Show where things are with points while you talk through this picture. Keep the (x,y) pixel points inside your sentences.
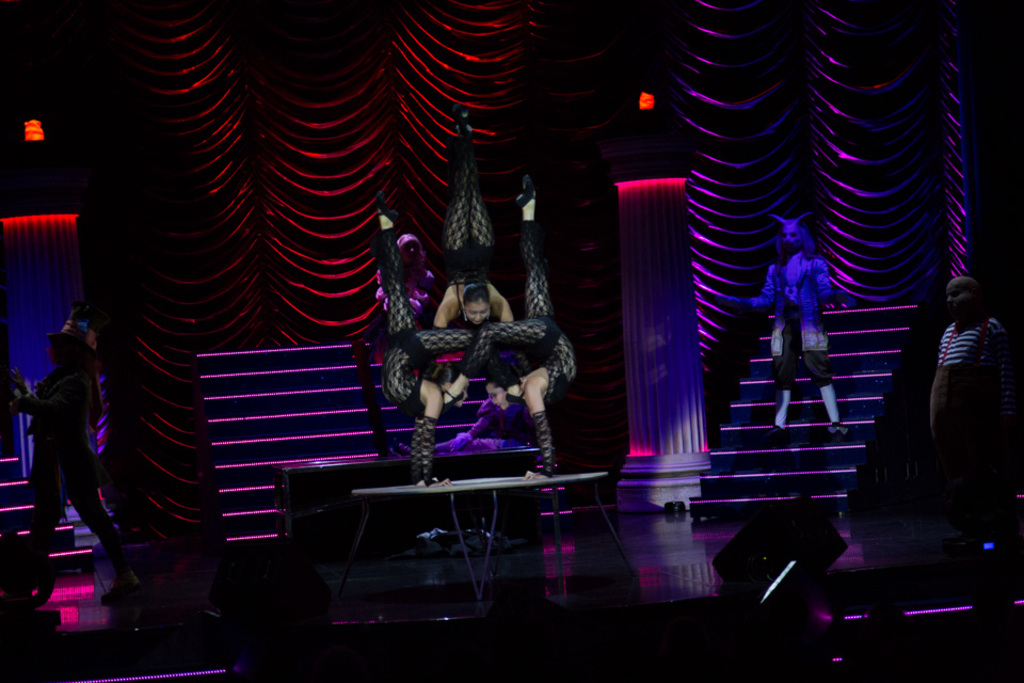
In this image we can see a group of people (444,346) and looks like there are dancing on a table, behind them there are curtains (368,129), lights (821,471), on the right side of the image (752,374) there are staircase (806,451) and a person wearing a costume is standing on it, next to him there is another person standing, and on the left side of the image (88,507) there is a person (39,507) walking, there are lights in front of them.
